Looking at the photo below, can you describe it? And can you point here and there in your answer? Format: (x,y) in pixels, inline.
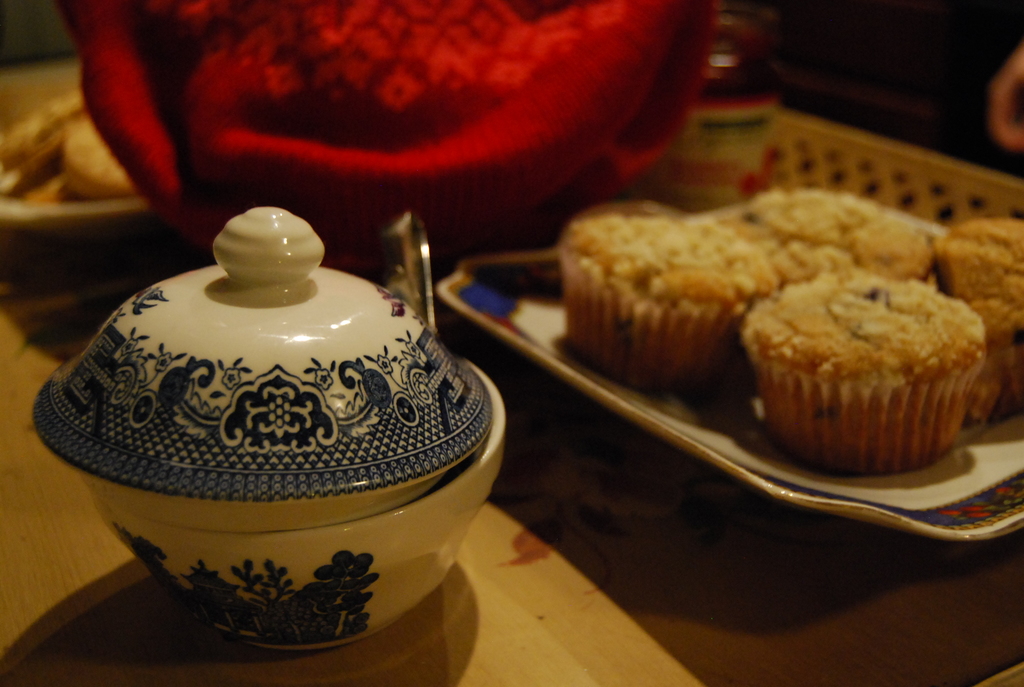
In this picture we can see muffins (1013,333), bowl (158,534) with lid (152,316) and objects (501,311) on the platform (489,604). In the background of the image (906,39) it is dark.
